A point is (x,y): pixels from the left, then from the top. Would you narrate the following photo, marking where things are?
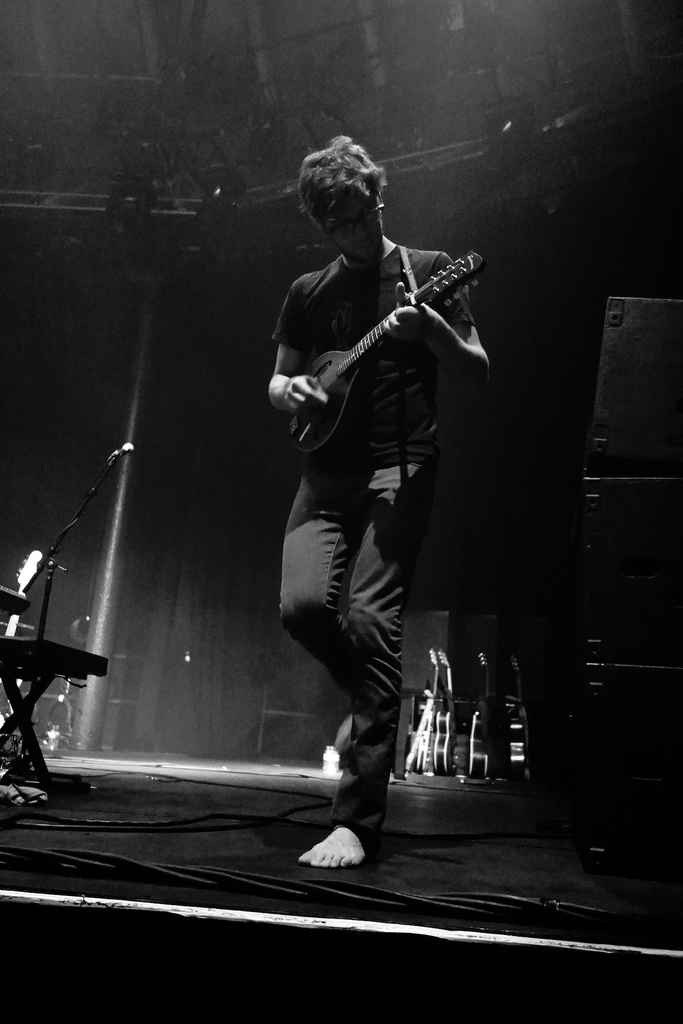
In the center of the image (364,343) there is a person (367,416) standing with mandolin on the dais (292,867). On the left side of the image (42,667) there is a mic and keyboard (41,676). In the background (440,726) there are musical instruments (443,739).
